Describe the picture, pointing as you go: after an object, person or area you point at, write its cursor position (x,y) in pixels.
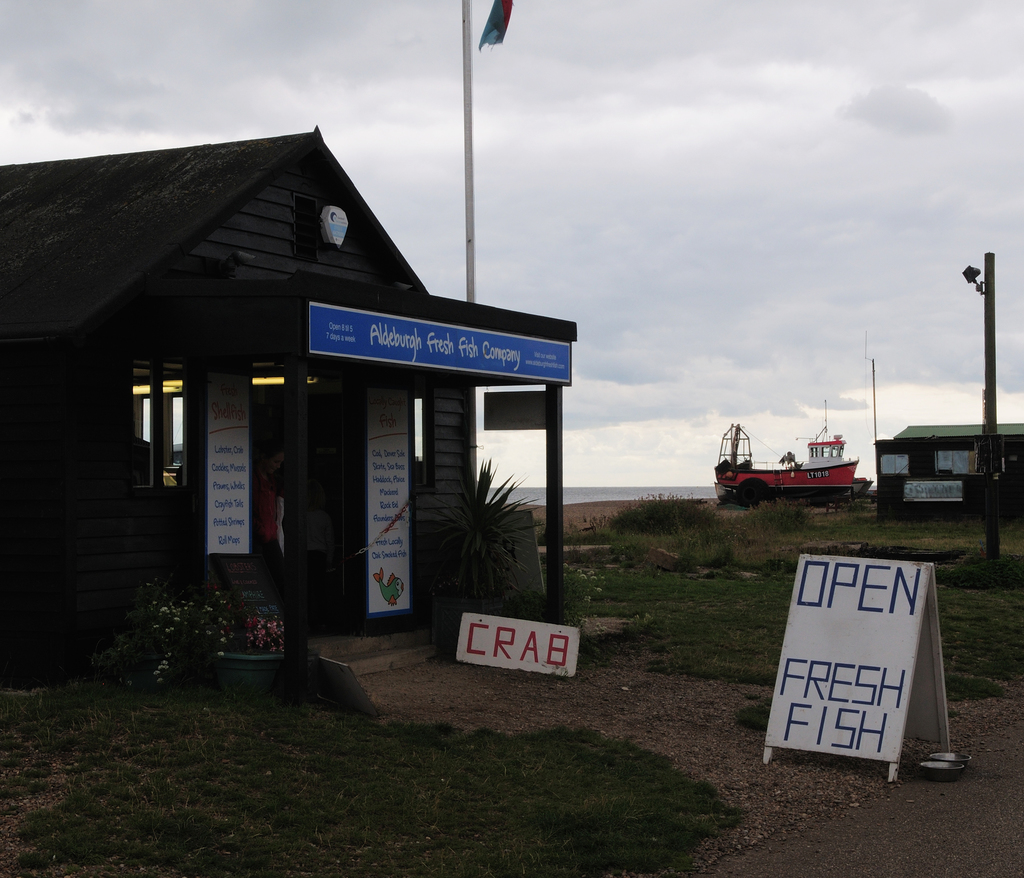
In this image I can see a board (785,740), grass (672,654), houseplants (501,560), houses (440,546) and flagpole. In the background (724,497) I can see a boat (735,496). On the top (733,208) I can see the sky (733,208). This image is taken during a day.
